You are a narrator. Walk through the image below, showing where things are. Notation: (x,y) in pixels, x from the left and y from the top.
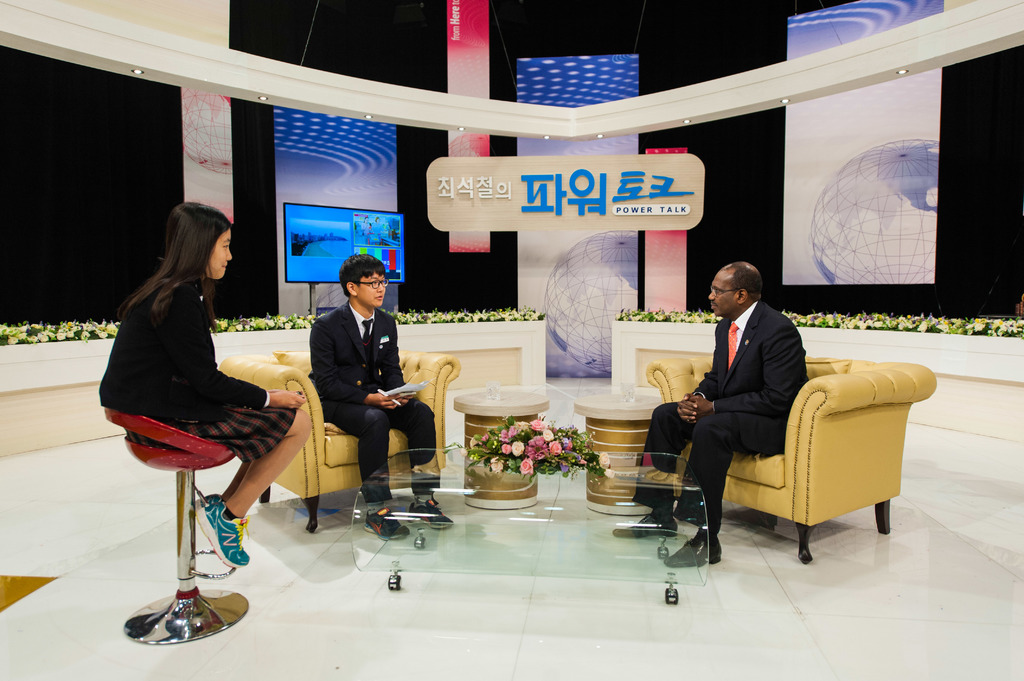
In the center of the image (386,348) we can see persons (732,395) sitting at the table (401,468). On the table (504,494) there is a flower vase (511,447). In the background (279,194) there is television (354,214), boards (452,204), lights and wall (776,171).
